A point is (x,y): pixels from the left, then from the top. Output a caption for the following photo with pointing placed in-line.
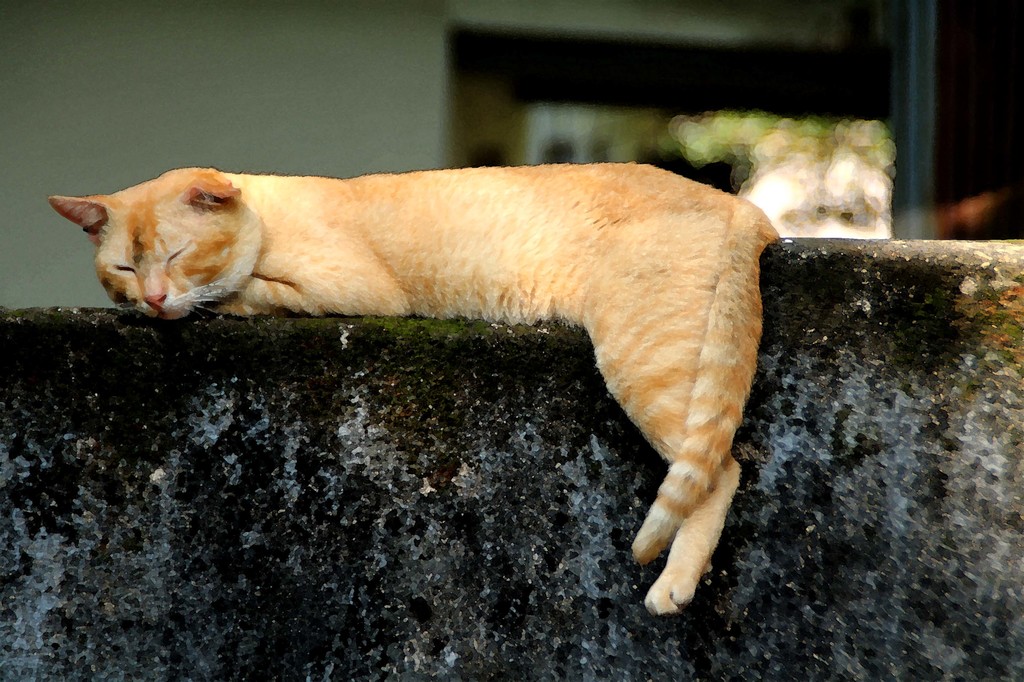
In this image we can see a cat (645,296) lying on the wall (531,536). The background of the image (182,94) is slightly blurred, where we can see a wall (185,145).
